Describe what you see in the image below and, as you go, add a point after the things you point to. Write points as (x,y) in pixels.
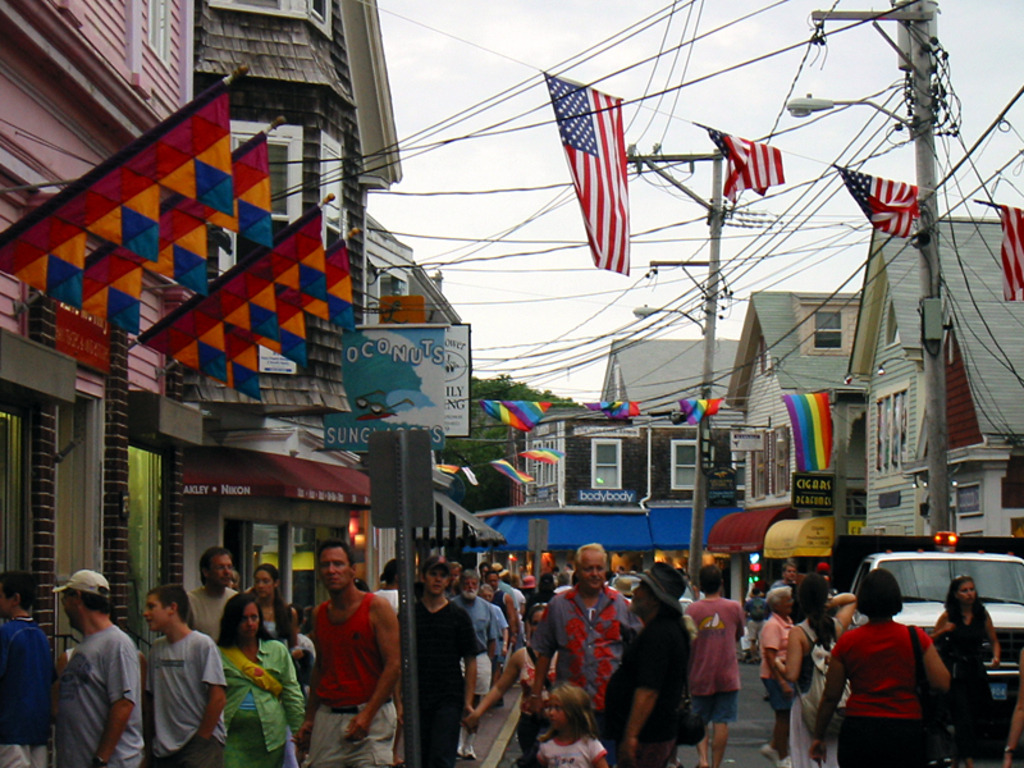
This picture is clicked outside. In the foreground (776,634) we can see the group of people (618,615) walking on the ground (736,741) and we can see the flags (324,266), boards (451,410), poles (405,485), street lights (831,103), cables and some vehicles (912,564). In the background (452,60) we can see the sky (452,99) and the buildings (912,336) and the trees (520,393).
